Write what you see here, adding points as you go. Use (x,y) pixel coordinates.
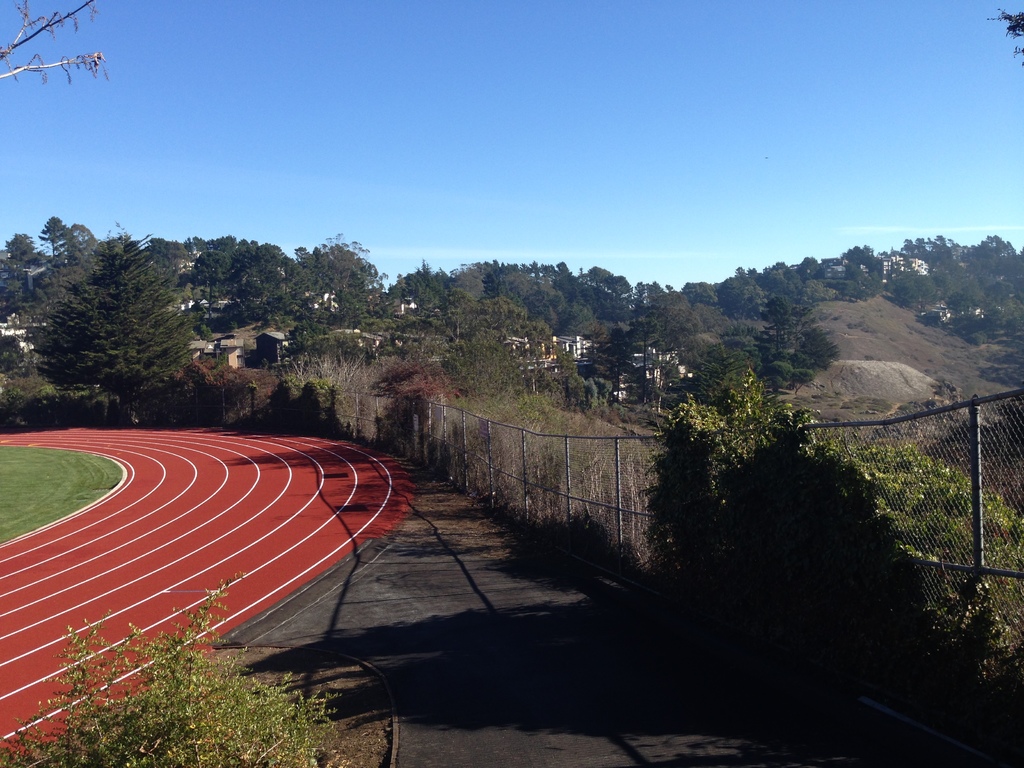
In this image we can see trees (407,332), buildings (258,363), fencing (861,447), hill (898,385), ground (73,434), grass (3,522) and sky (446,165).
